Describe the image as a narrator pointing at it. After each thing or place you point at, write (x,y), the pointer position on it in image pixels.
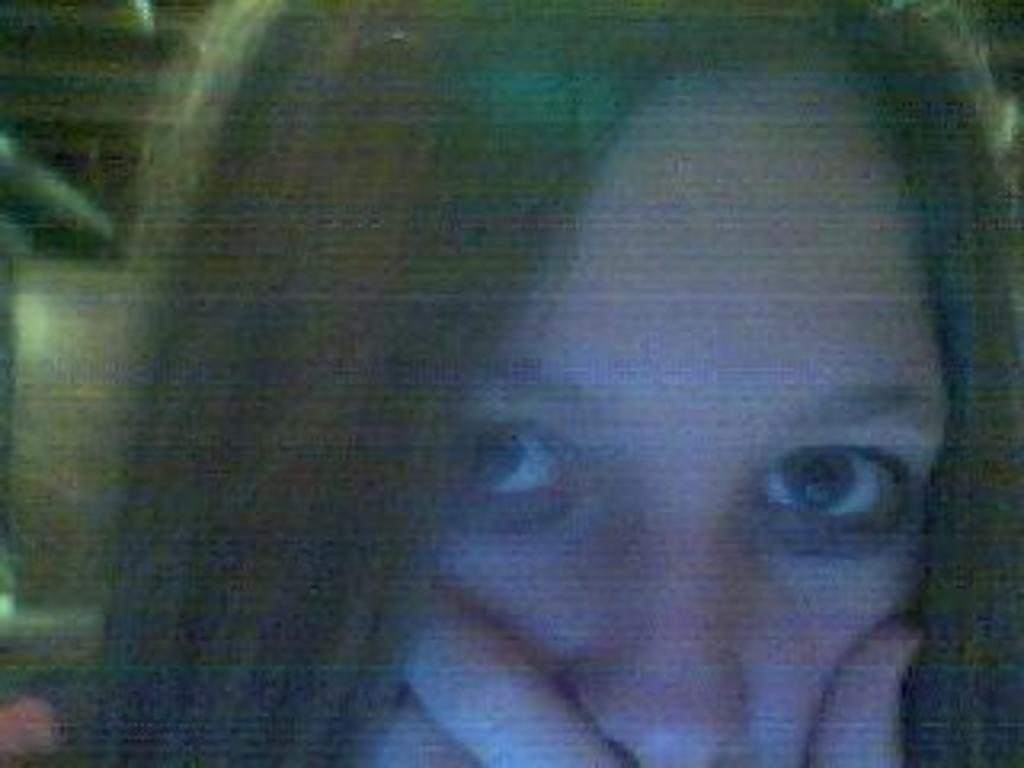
This image consists of a girl (390,500). And the background (49,140) is blurred.
